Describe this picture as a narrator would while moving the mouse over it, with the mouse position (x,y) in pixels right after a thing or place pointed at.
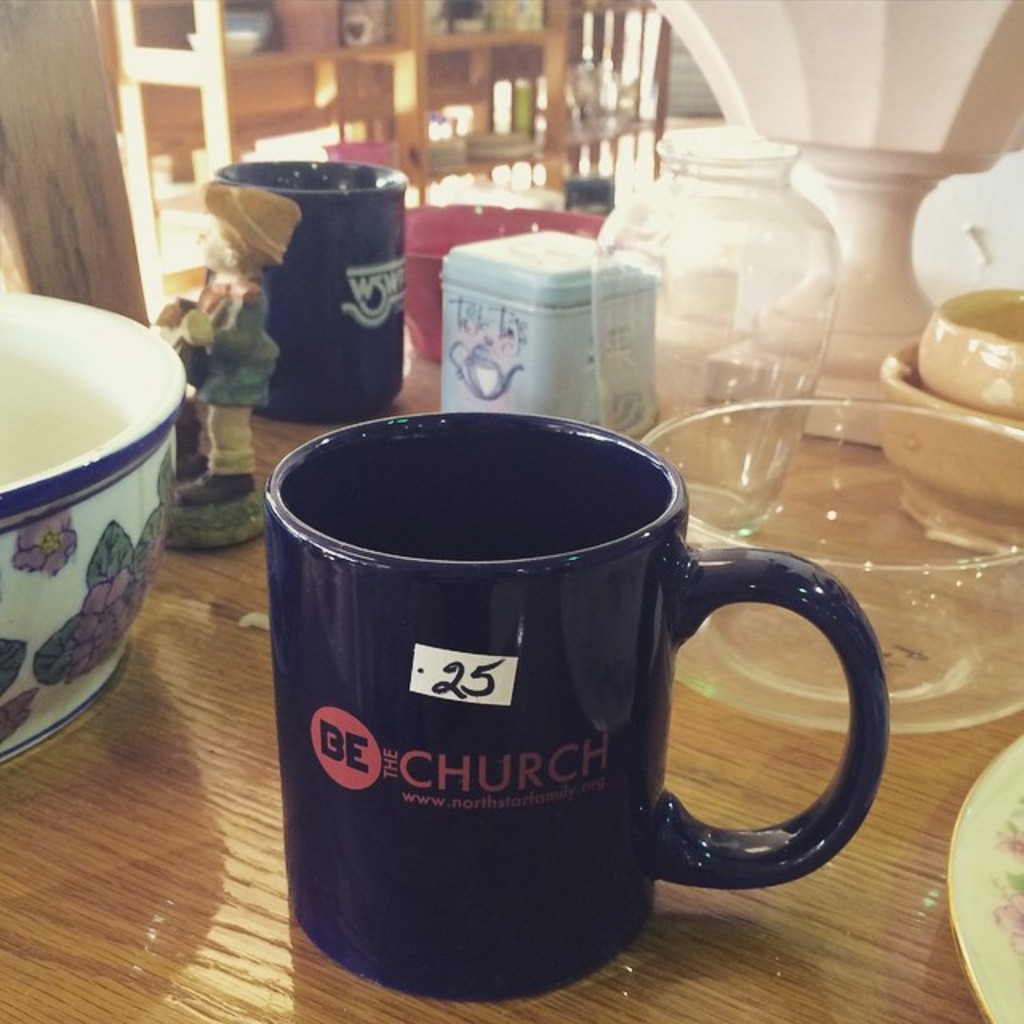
In this picture we can see a toy (251,250), few cups (318,385), bowls (829,451) and other things (701,279) on the table (712,727) and we can see blurry background (436,128).
